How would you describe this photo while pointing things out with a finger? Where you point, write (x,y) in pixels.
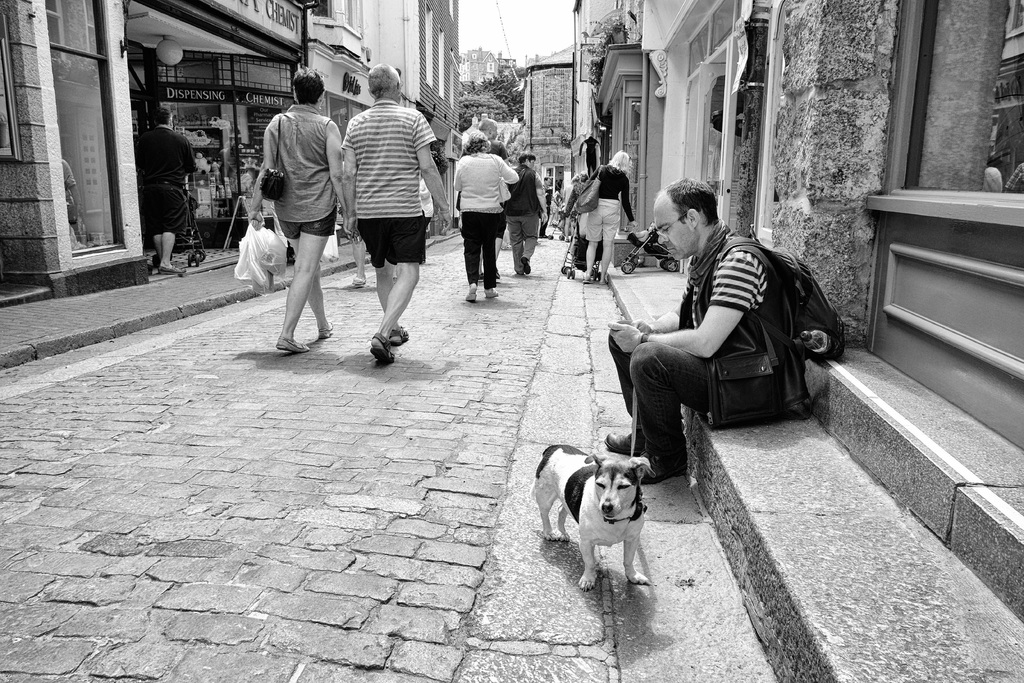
In the image the right side (698,342) the man (710,345) is sitting in front of him there is a dog (611,524). And in the center (379,259) there are group of people (421,159) were walking on the road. And the center and holding the right side of the woman (291,222) she is holding plastic covers (261,268) and holding the bag (276,181) the color of black. In front of this people (412,136) there are three more people (523,194) walking on the road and the right side of the people (542,195) there is a lady (602,210) she is standing she is holding a bag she is looking at stroller (645,246). And coming to the top of the left here the man (164,178) was standing and coming to the background (443,50) there was a building (544,68) and some trees (508,104).
